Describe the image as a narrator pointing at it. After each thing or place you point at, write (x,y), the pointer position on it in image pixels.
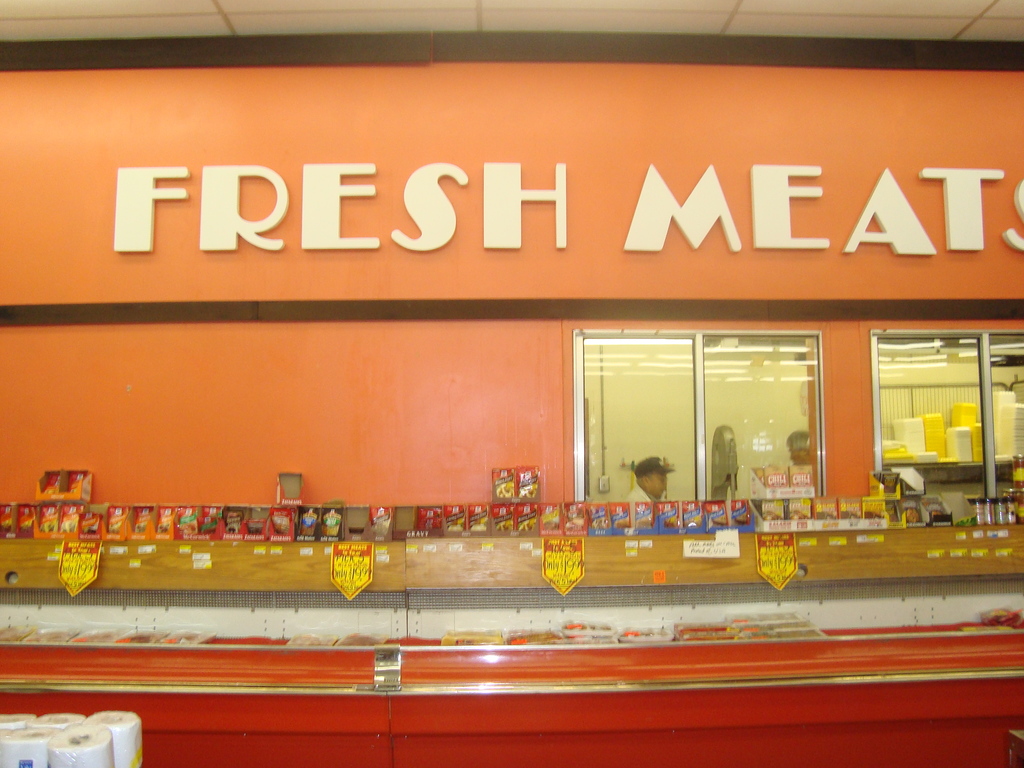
We can see tissue rolls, objects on the red surface (409,708), boards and stickers (979,552) on wooden surface (632,577) and few objects (636,512) on the surface (993,541). In the background (394,415) we can see wall (375,408) and glass windows (954,402), through these windows (911,447) we can see people (652,480), wall (794,410), lights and objects (915,424).
